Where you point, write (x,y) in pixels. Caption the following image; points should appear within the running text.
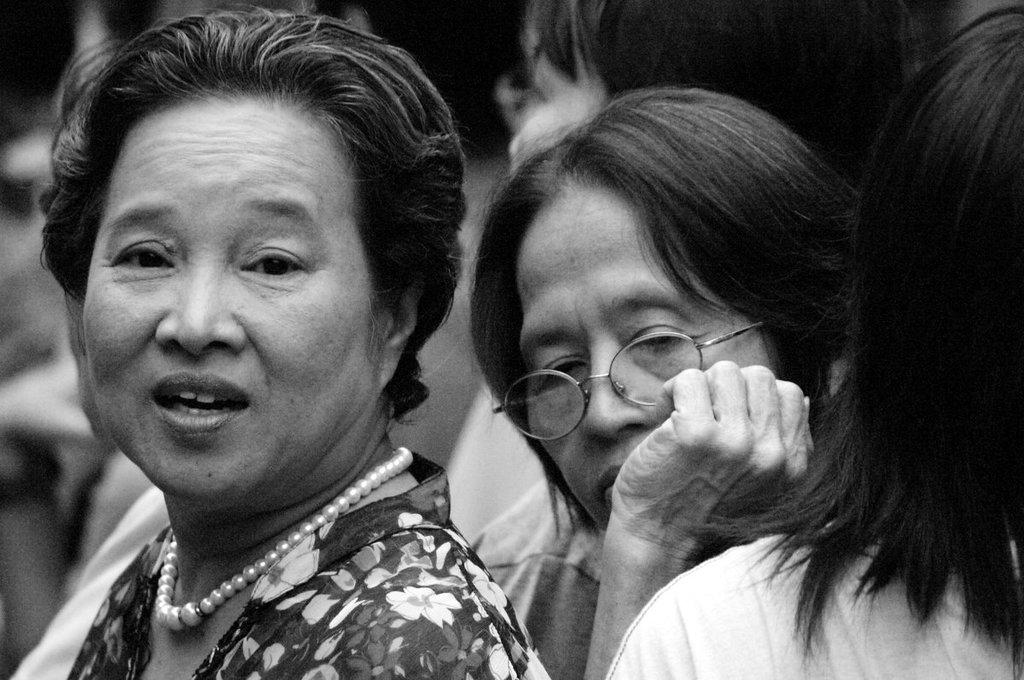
In this picture we can see the group of people (649,154) seems to be standing.
